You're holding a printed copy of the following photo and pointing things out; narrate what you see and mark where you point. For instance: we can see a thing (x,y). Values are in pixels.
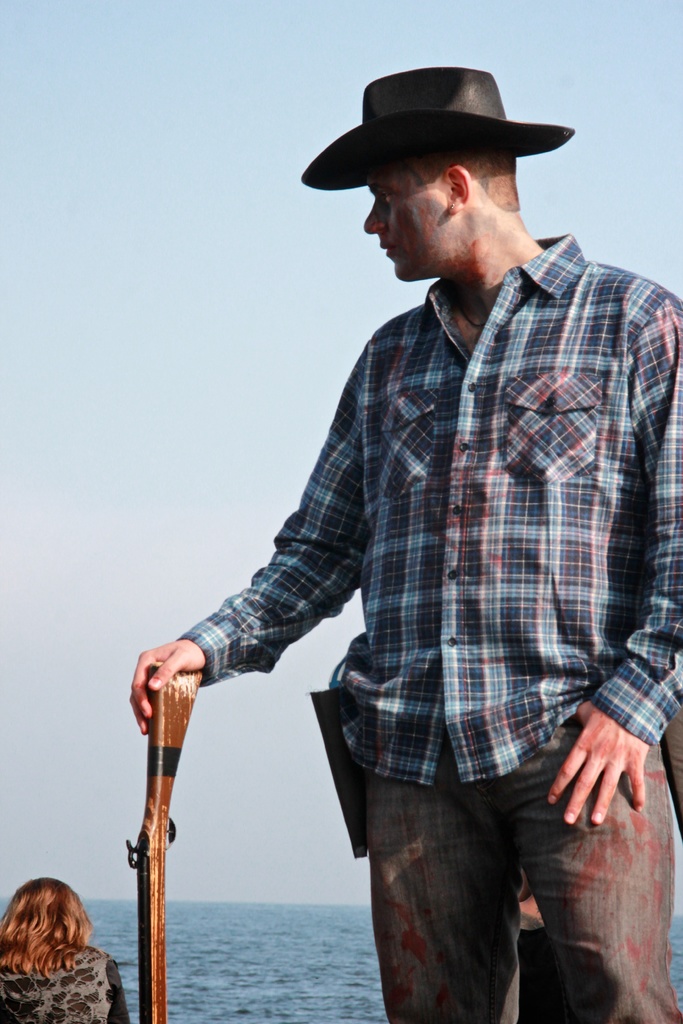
In this picture we can see a man (441,660), he wore a cap (375,96), and he is holding a gun (155,757), at the left bottom of the image (64,958) we can see a woman (36,948), in the background (240,950) we can see water (250,958).
